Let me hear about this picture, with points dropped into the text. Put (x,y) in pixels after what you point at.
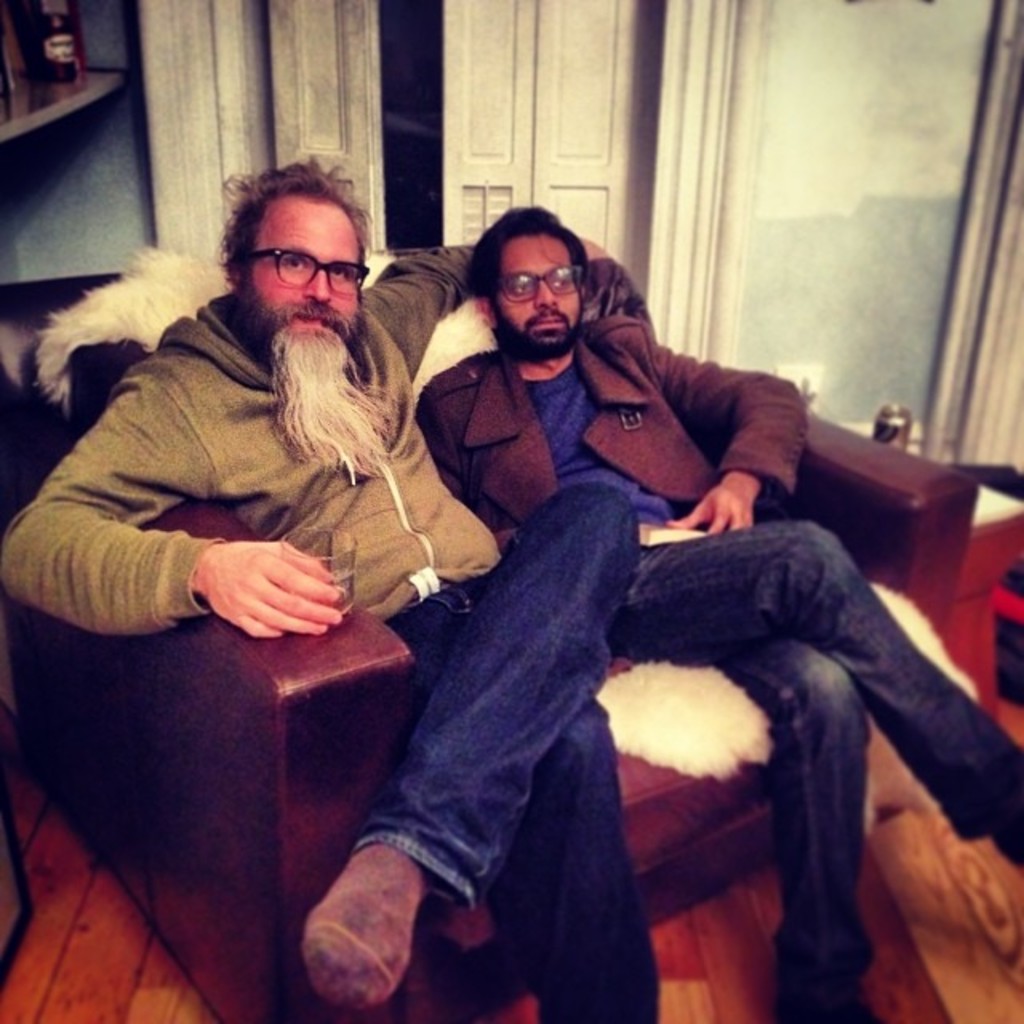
This picture is clicked inside the room (250,4). In the center (631,583) we can see the two men (619,378) sitting on the couch (915,577) and we can see some objects (997,502) placed on the ground (756,967). In the background (795,186), we can see the wall (824,95), door (619,70) and some other objects (79,45).
